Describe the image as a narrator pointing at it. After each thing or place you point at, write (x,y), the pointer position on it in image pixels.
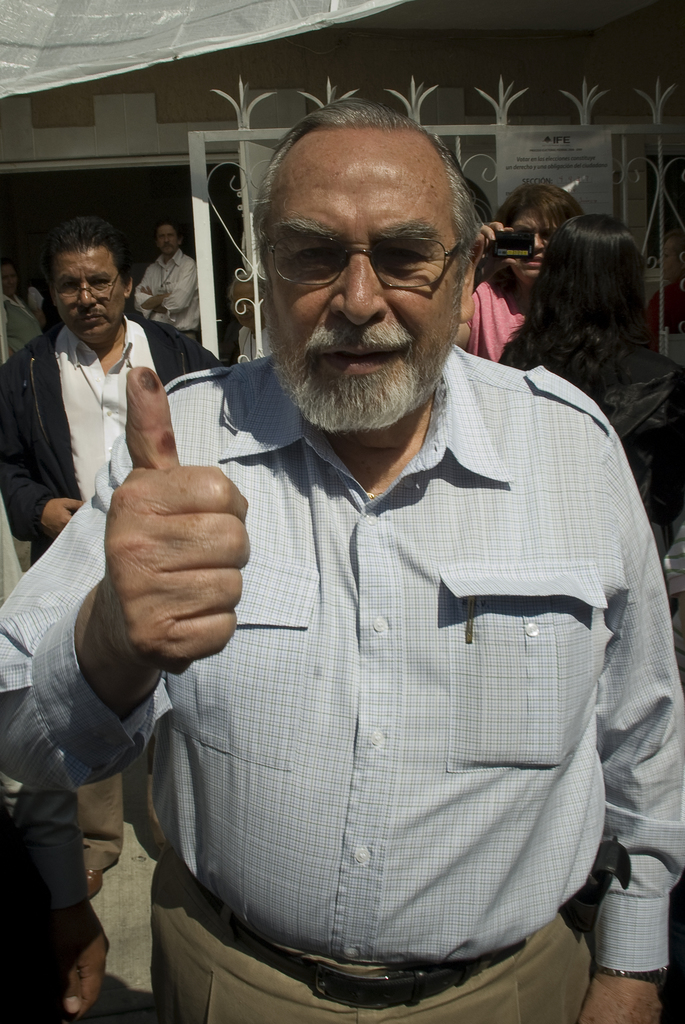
In this image I can see few people (284,382) standing and one person (545,224) is holding camera (529,244). Back I can see a gate (505,159) and building (49,126).
